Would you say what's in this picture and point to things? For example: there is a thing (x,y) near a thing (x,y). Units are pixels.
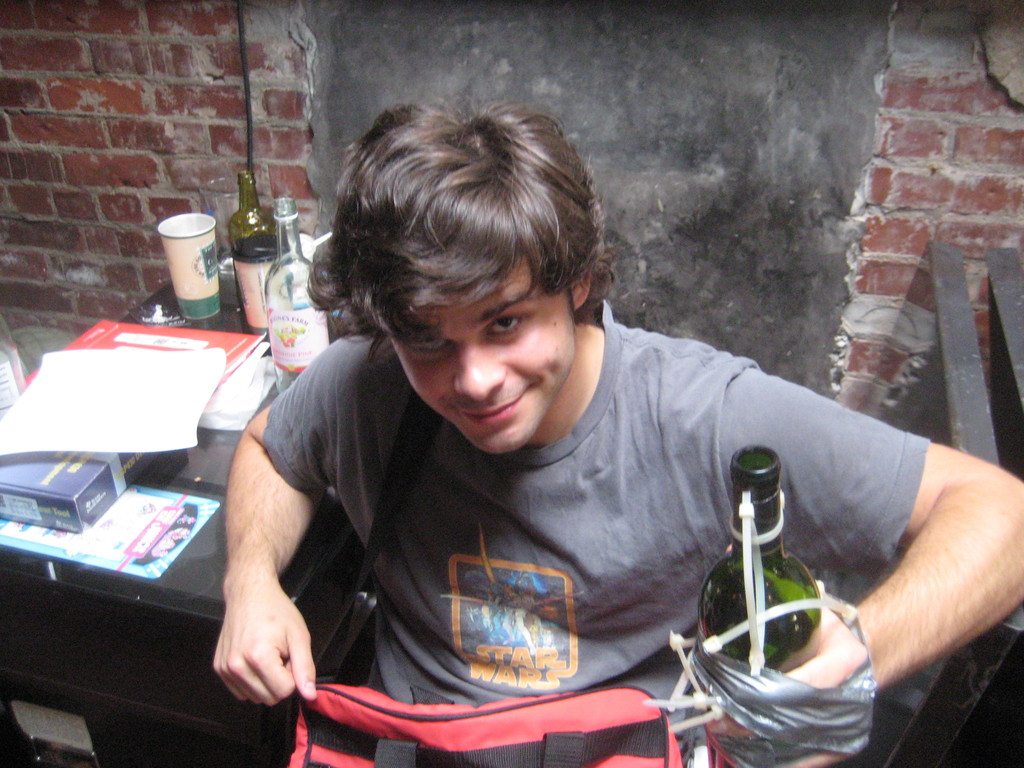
This is the picture of inside of the room (741,136). There is a person (591,385) holding the bottle (772,624) with his left hand (823,677) and at the left side of the image (148,335) there is a paper (148,373), book (178,325), bottle (276,337), cup (214,303) on the table (100,745).
